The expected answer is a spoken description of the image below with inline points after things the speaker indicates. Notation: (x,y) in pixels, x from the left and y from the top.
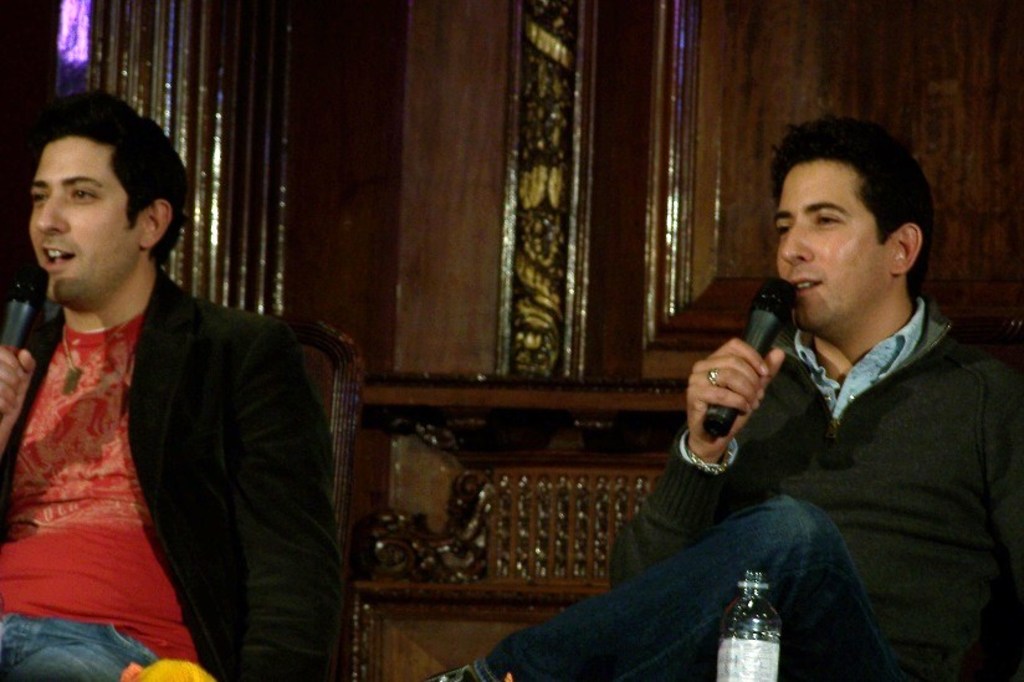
In this image we can see two men (271,452) sitting on the chairs (349,414) holding the mikes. In the foreground (768,600) we can see a bottle (749,621). On the backside (659,315) we can see the wooden surface (599,358).
